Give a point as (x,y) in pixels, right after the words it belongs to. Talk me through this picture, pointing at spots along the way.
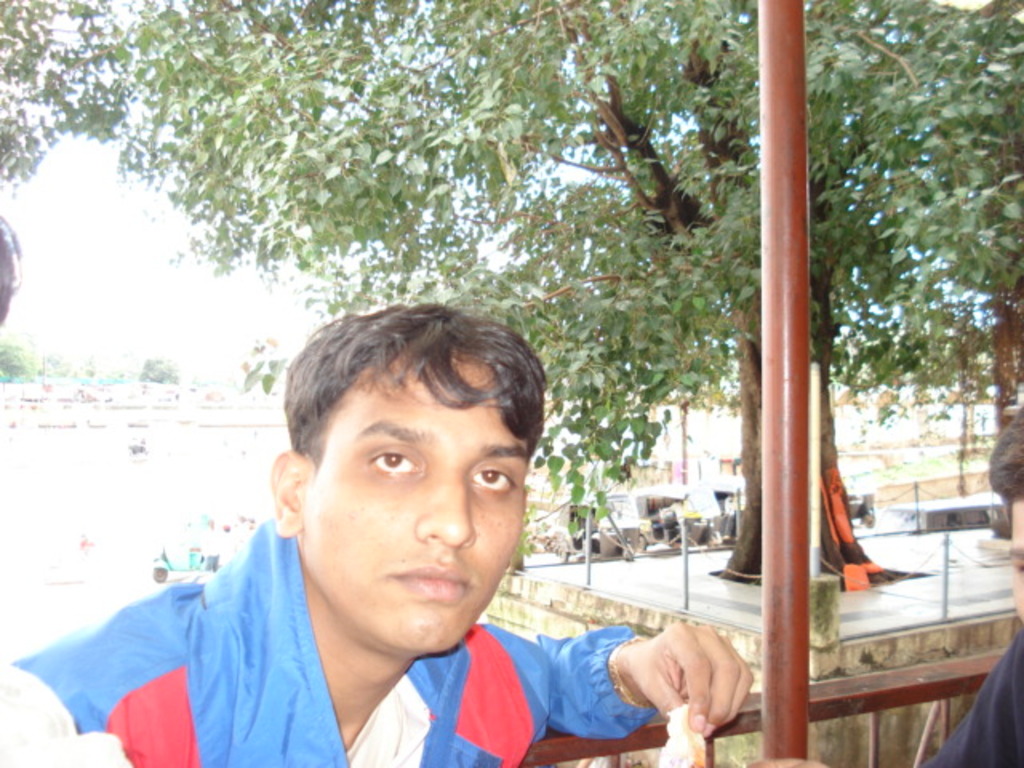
Background (50,51) portion of the picture is blur. In this picture we can see the trees (888,304), autorickshaws (635,506), people (243,528), fence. We can see railing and a pole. We can see a man (354,426) wearing a jacket (433,686) and he is holding an object (688,728). On the right (1023,737) and left side of the picture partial part of men (1019,645) are visible.
